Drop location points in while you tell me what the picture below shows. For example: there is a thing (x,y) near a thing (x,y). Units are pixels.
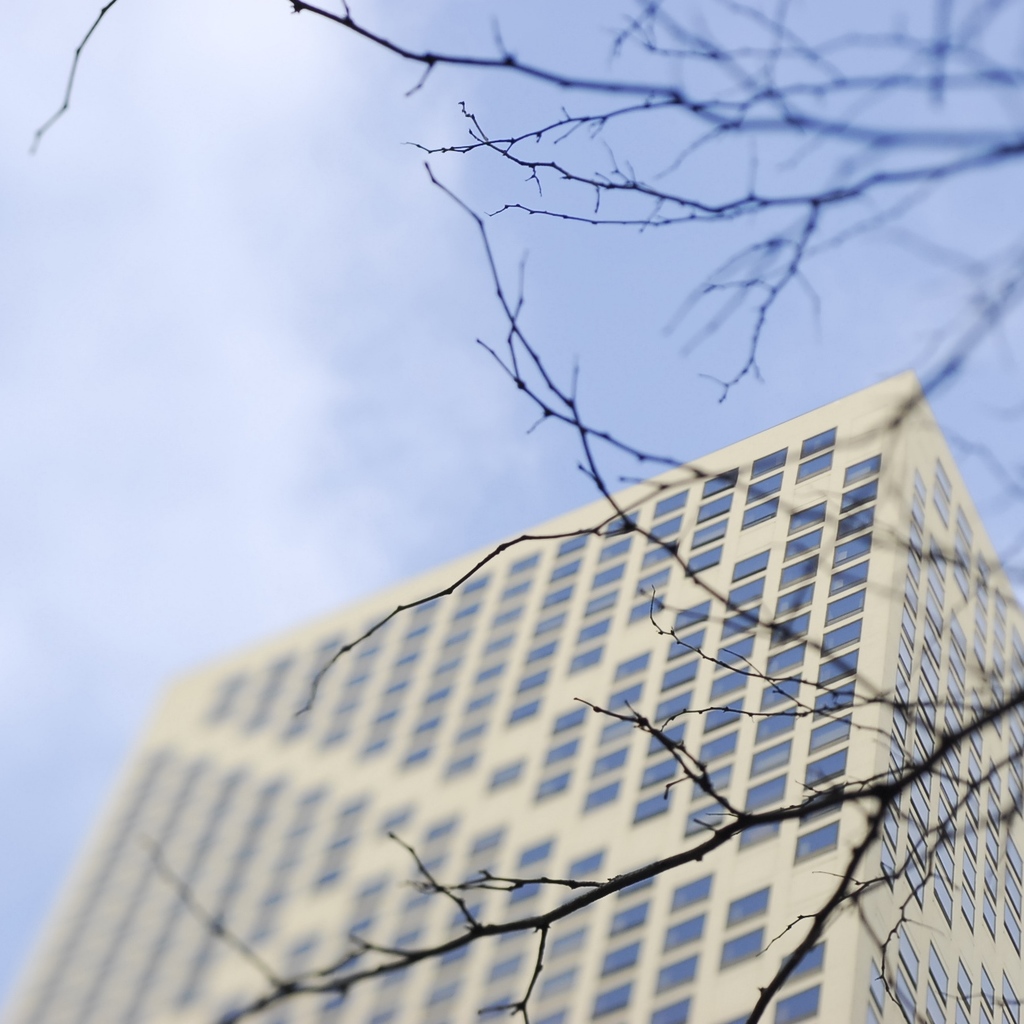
In this image there is a building (780,702) and we can see a tree (734,830). In the background (210,511) there is sky (99,304).
